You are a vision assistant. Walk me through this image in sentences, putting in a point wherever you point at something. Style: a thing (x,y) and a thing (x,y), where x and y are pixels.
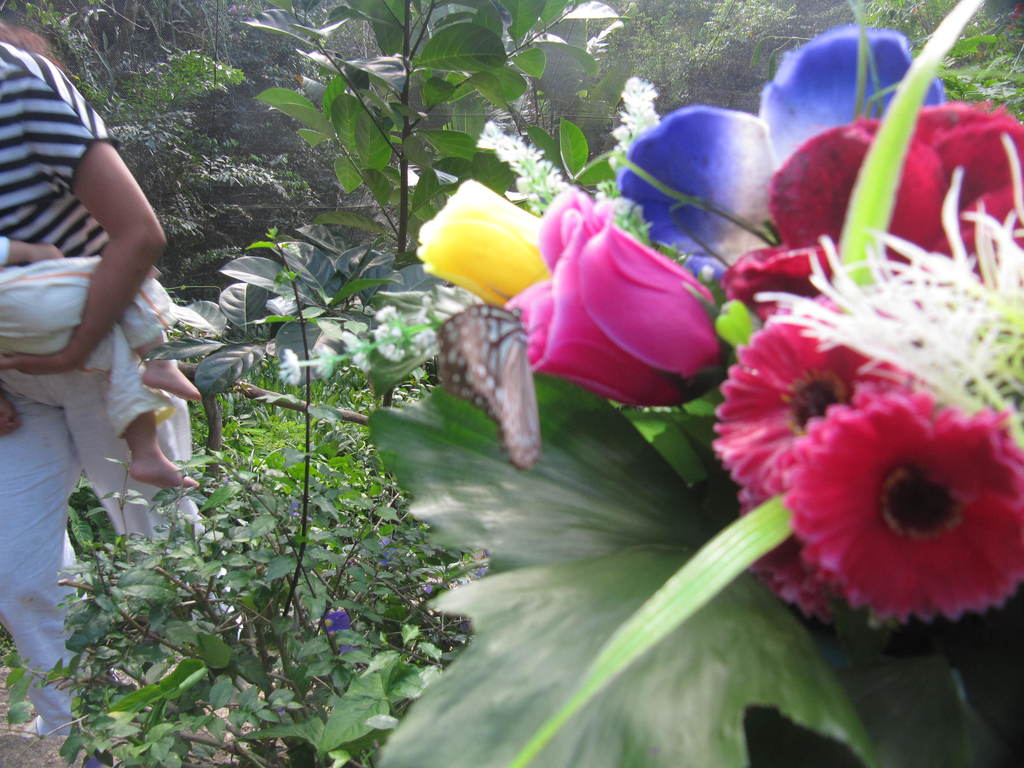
In this image we can see pink, yellow, blue and red color flower (801,288). And one butterfly (502,378) is sitting on pink color flower (541,339). Left side of the image (53,119) one lady (70,343) is carrying a baby (37,321). She is wearing black and white color t-shirt (32,165) with pant (32,545). Background of the image (533,20) trees (272,96) and plants (314,443) are present.
